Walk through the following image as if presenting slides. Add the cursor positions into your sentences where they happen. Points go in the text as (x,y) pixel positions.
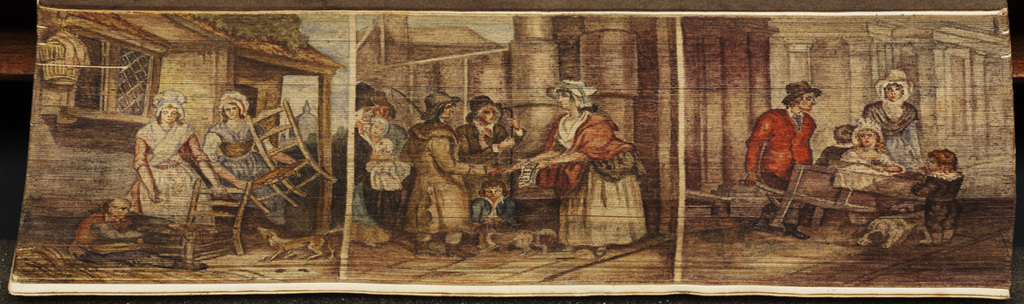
In this image, there is a poster (617,75) on which few paintings (516,167) are present in which there are persons (485,160) chairs (237,218), dogs (517,237), houses (212,100), walls (758,71) and the floor (554,270).
